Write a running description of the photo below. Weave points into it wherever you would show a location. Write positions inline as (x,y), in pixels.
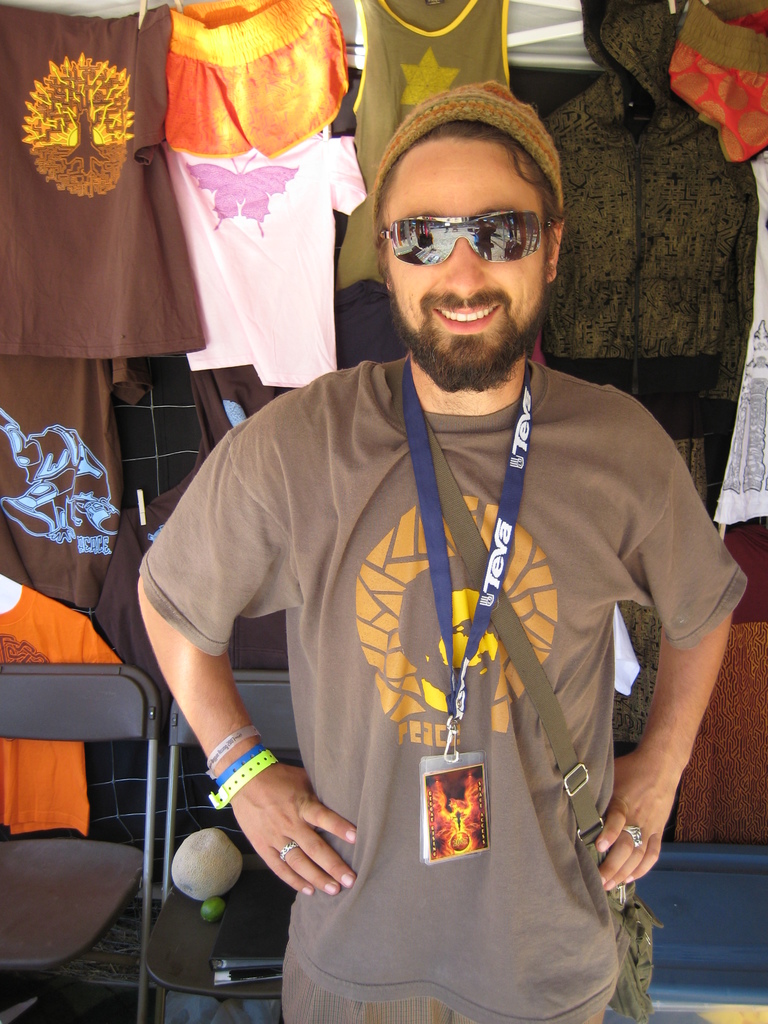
As we can see in the image there are clothes (109,284), chairs (151,855), a man (436,295) wearing goggles (512,239), cap (456,97) and brown color t shirt (385,754) and id card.
